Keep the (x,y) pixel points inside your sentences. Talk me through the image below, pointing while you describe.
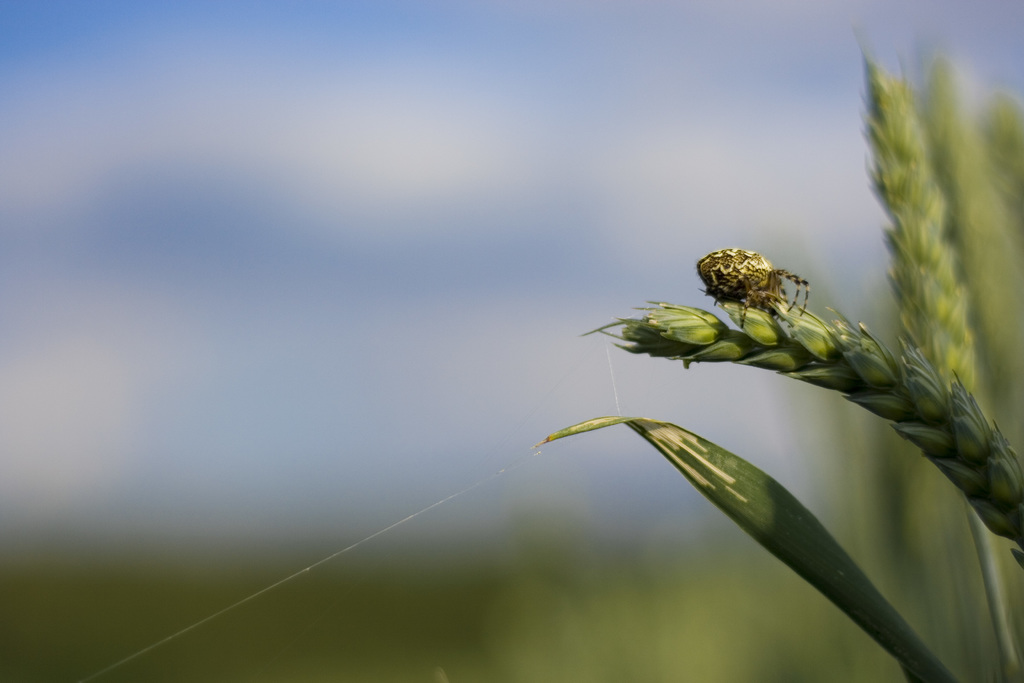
In this image, we can see plants (829,341) and there is a bug (765,297) and the background (296,345) is blurry.
